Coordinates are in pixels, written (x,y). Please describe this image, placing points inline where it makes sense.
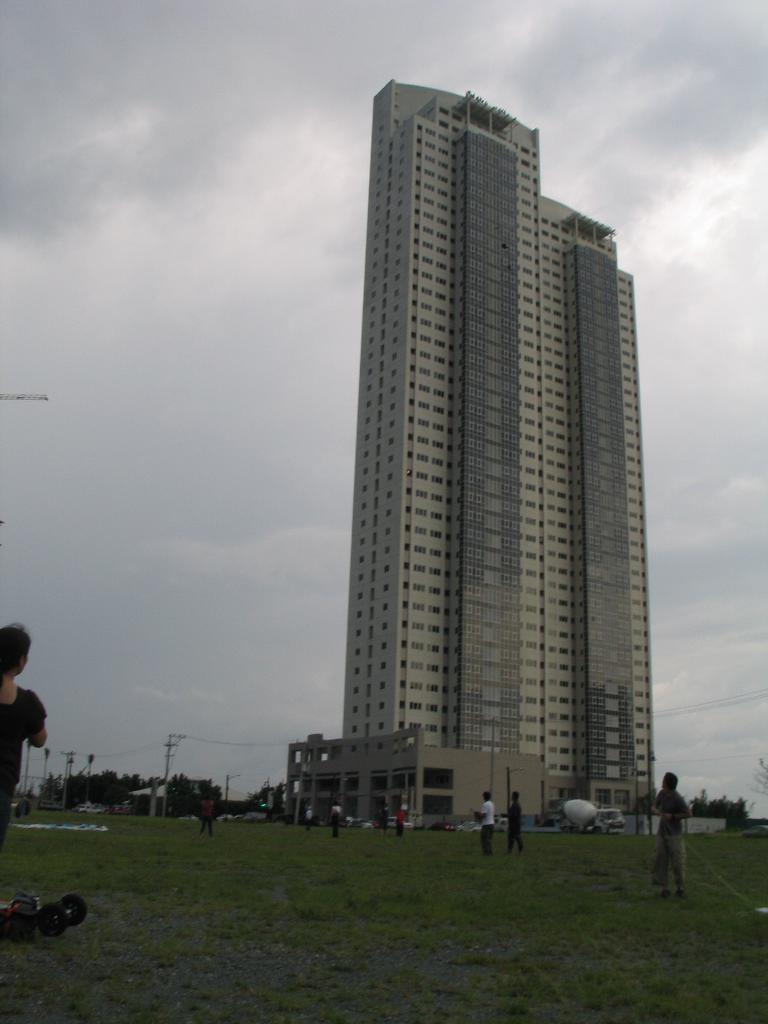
In the picture we can see a grass surface (346,841) on it, we can see some people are standing and far away we can see a house construction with some pillars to it and behind it, we can see a tower building (609,702) with many floors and windows (621,702) to it and behind it we can see some trees (57,789) and sky (13,468) with clouds (443,45) and near the building (606,802) we can see a truck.
